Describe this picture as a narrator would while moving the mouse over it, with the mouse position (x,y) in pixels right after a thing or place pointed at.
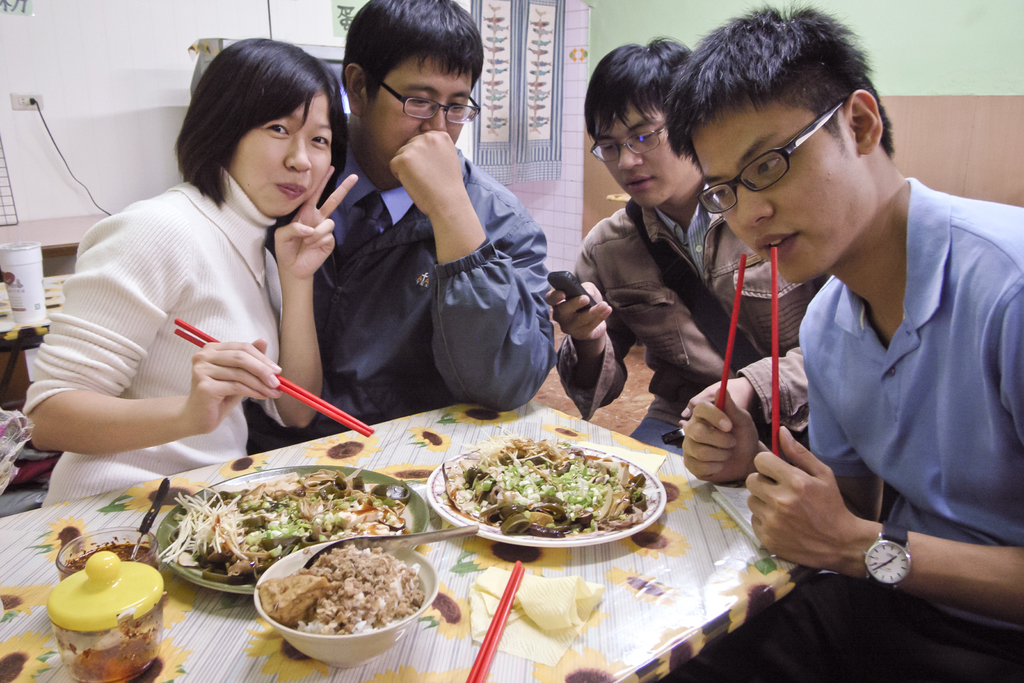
In the picture we can see four people (896,398) are sitting on the chairs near the table (6,524) on it, we can see some food items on the plates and they are holding a chopstick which are red in color and in the background (472,129) we can see a wall (10,116) with some switch (15,103) and wire (100,207) and some designs (528,110) on the wall (554,195).
